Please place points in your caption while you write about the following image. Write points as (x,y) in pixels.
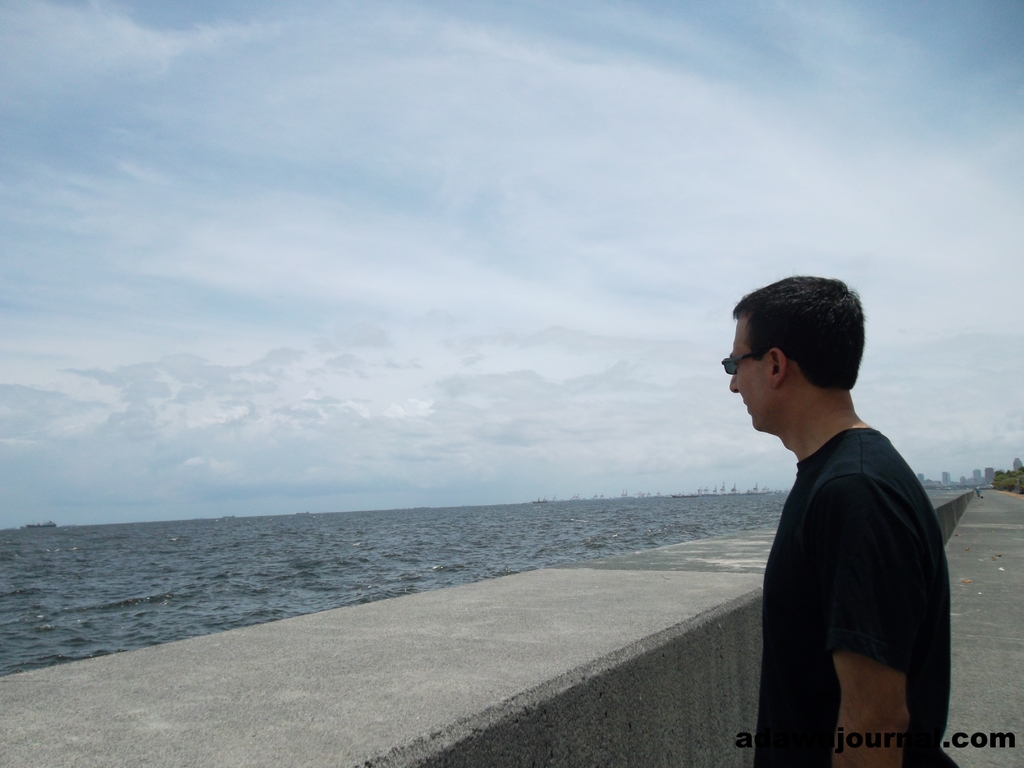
In the image there is a man (893,576) standing in front of a wall (510,601) and behind the wall (419,734) there is a water surface (410,555).
